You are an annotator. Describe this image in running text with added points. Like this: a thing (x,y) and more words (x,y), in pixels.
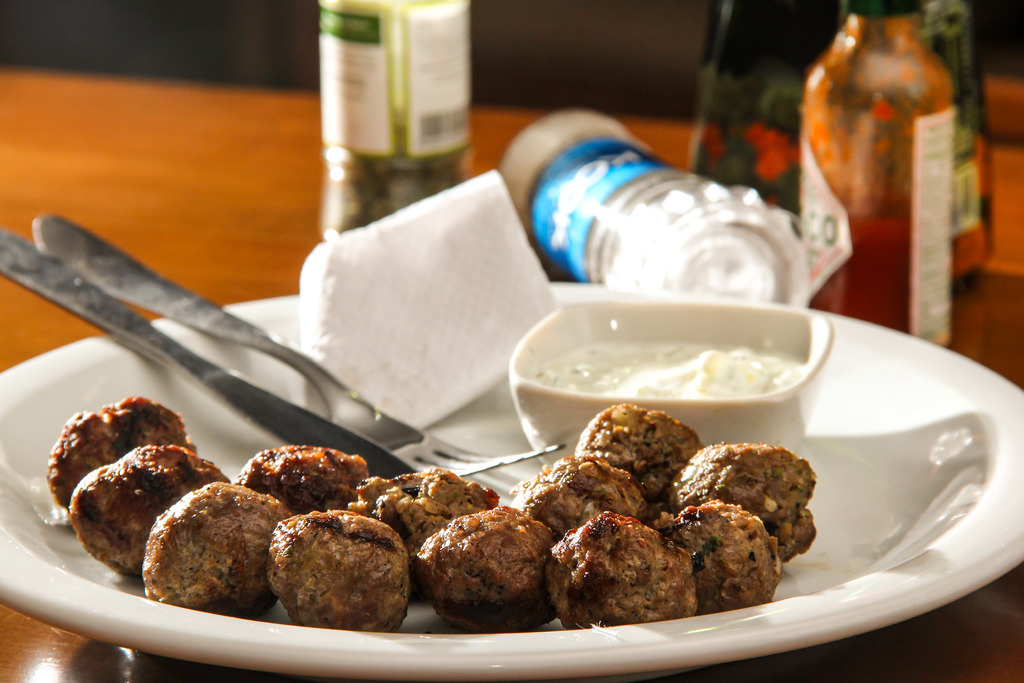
This picture is mainly highlighted with a plate (945,477) and on it we can see some food balls (632,529). this is a bowl (520,365) in white colour in which there is a food (672,377). This is a knife (352,443) and a fork (387,414). This is a tissue paper (447,332). Near to the plate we can see some bottles (779,152).
